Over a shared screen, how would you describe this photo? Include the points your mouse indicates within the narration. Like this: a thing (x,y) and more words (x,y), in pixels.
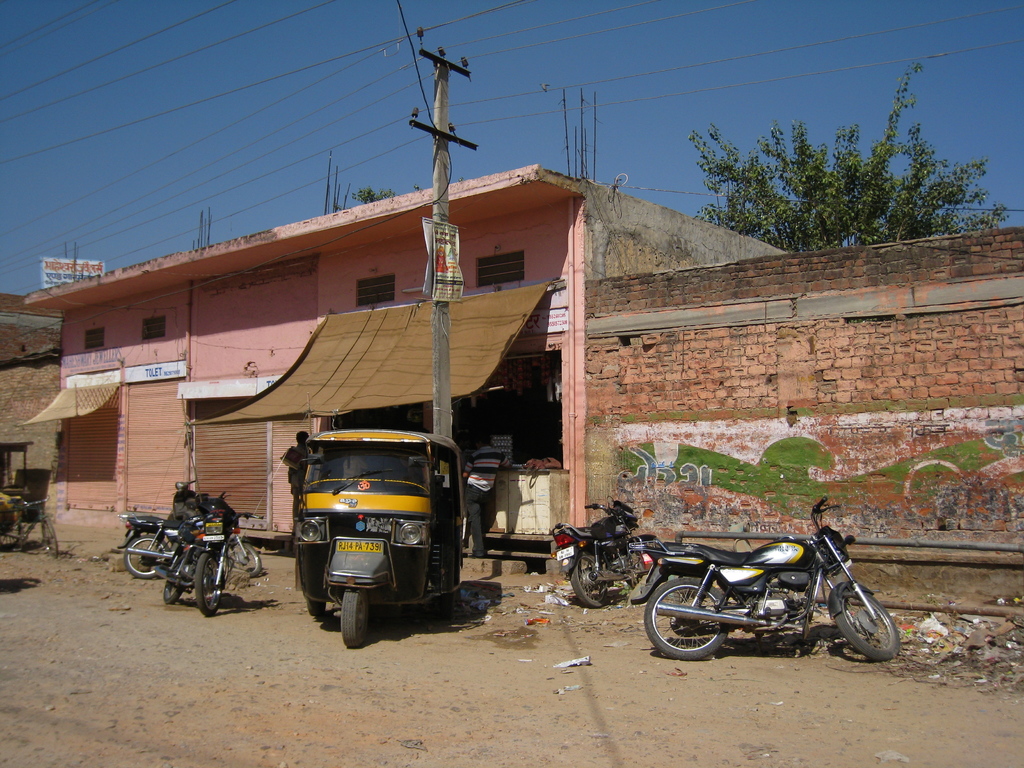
In this image, we can see some bikes (745,605) and there is a black color auto (372,561), we can see some shops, there is an electric pole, we can see the wall (844,394), at the top (414,93) there is a blue sky (819,35).
